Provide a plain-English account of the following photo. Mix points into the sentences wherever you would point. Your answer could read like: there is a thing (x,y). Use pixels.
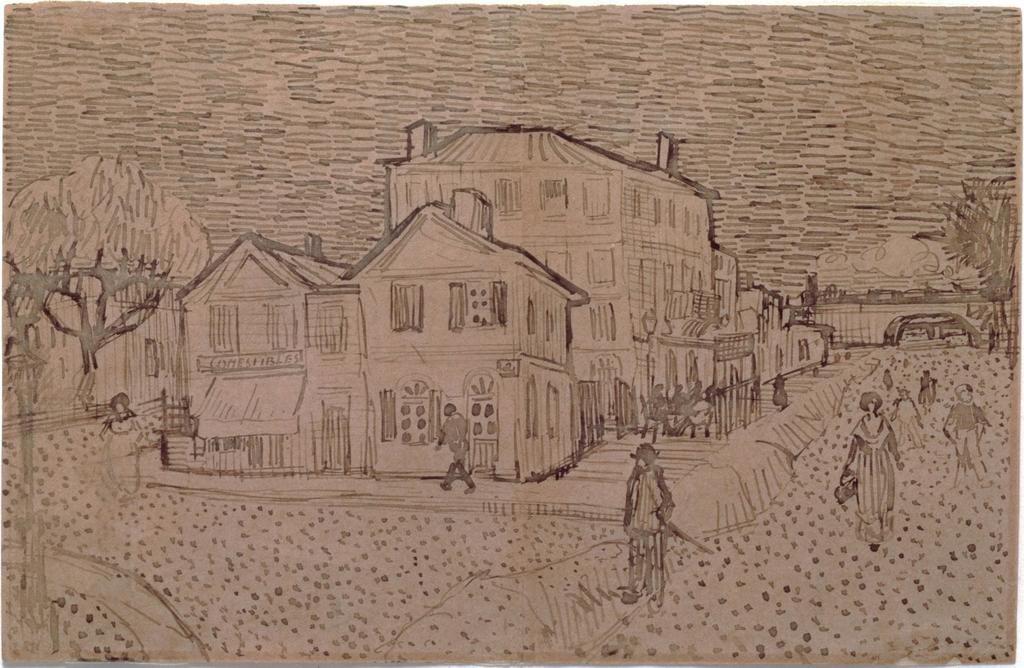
In the picture we can see a sketch drawing of a house (437,395) and some buildings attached to it with some windows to it and near to it, we can see a path (802,610) with some people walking on it and some trees (75,263).
